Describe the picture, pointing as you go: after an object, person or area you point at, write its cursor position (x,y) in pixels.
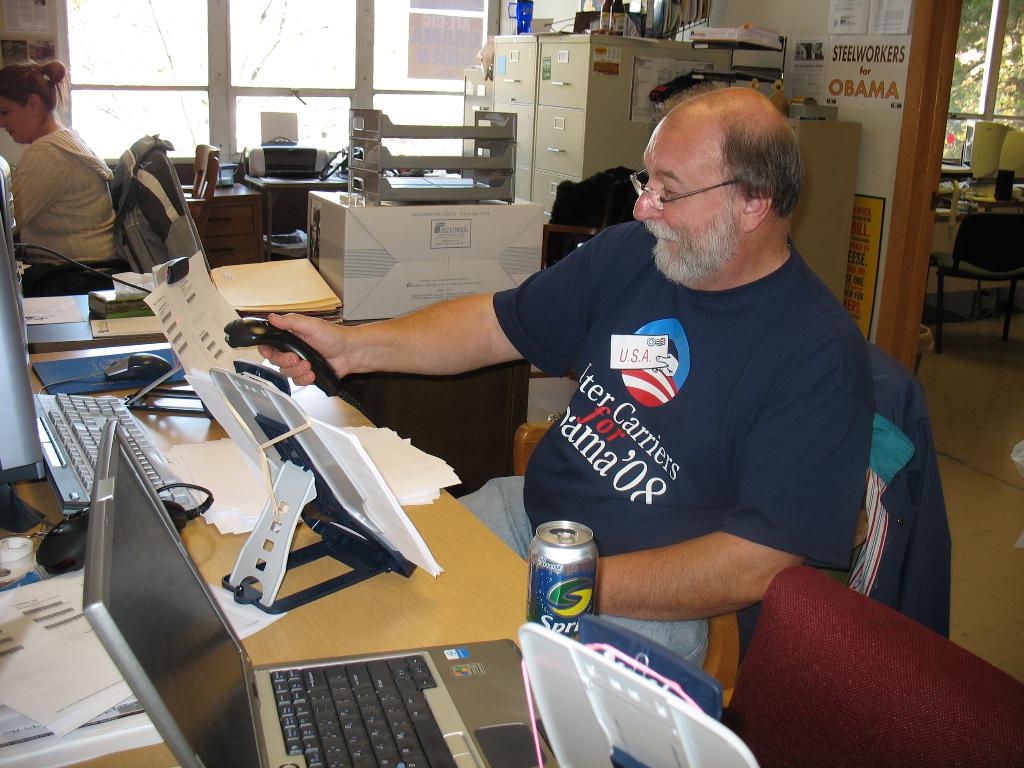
In this image I can see a woman (88,197) and a man (427,339) are sitting on chairs (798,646). Here on this table (147,423) I can see few papers (448,485), can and a laptop (136,555).
